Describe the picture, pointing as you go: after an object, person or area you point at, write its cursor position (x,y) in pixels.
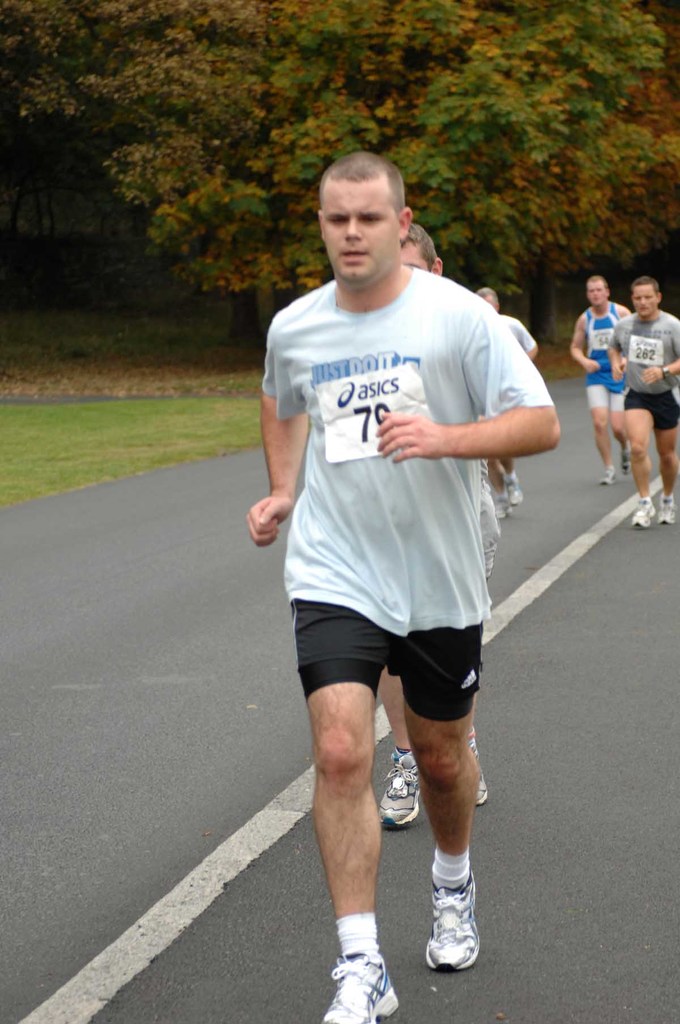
In this picture i can see a group of men (384,564) are running on the road (283,601). These men (437,501) are wearing t shirts (456,522), shorts (411,682) and shoes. In the background (252,385) i can see trees (272,216), grass (31,428) and white color line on road (536,618).
